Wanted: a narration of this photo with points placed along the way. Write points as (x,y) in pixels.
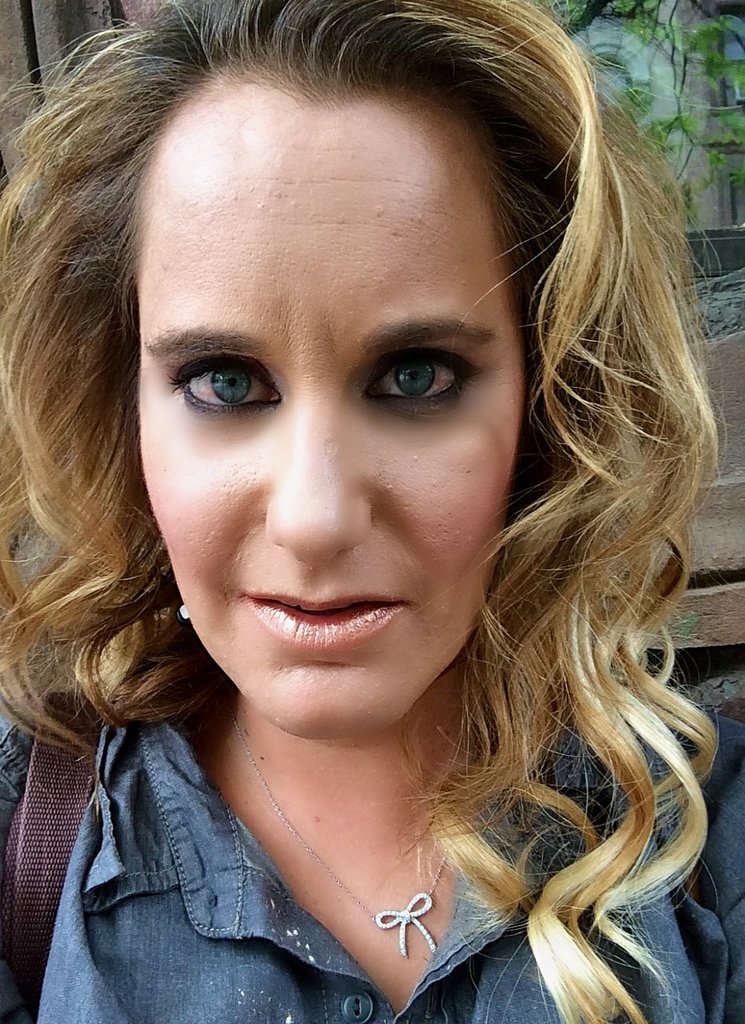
In the foreground of this picture (346,622), there is a woman (267,1007) in blue shirt (198,930) wearing a bag (41,816) and she is having a blonde colored hair (555,191). In the background (710,698), there is a building (692,86) and a tree (706,60).
